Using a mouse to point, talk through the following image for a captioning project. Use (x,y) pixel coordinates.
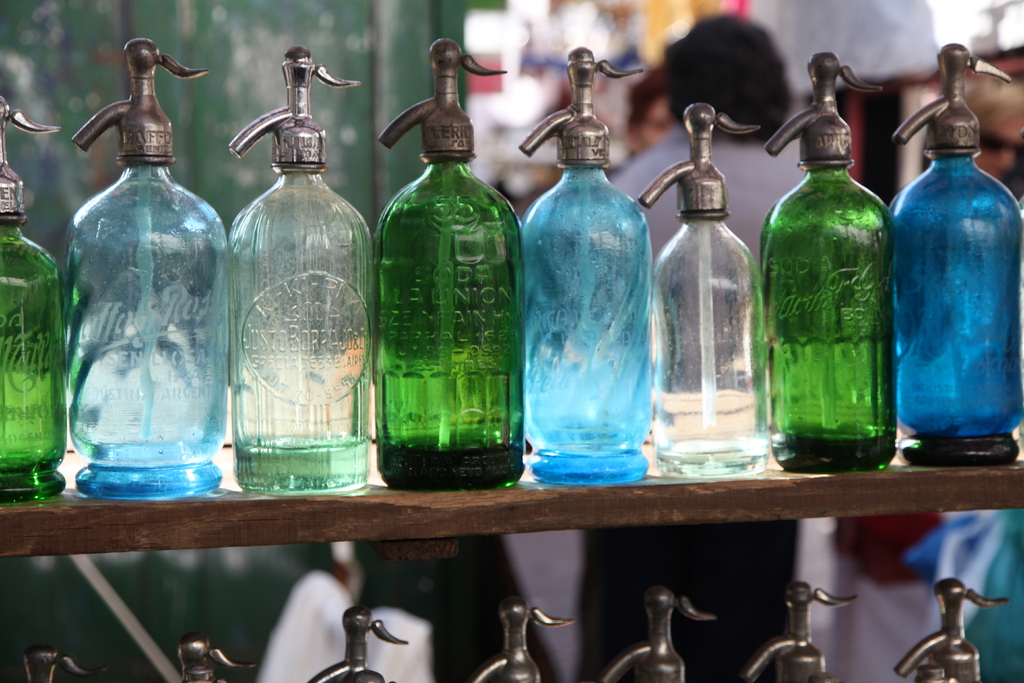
In this picture there are many bottles (337,359) which are blue and green in color. There is a person (741,82). There is a wooden shelf (71,543).
